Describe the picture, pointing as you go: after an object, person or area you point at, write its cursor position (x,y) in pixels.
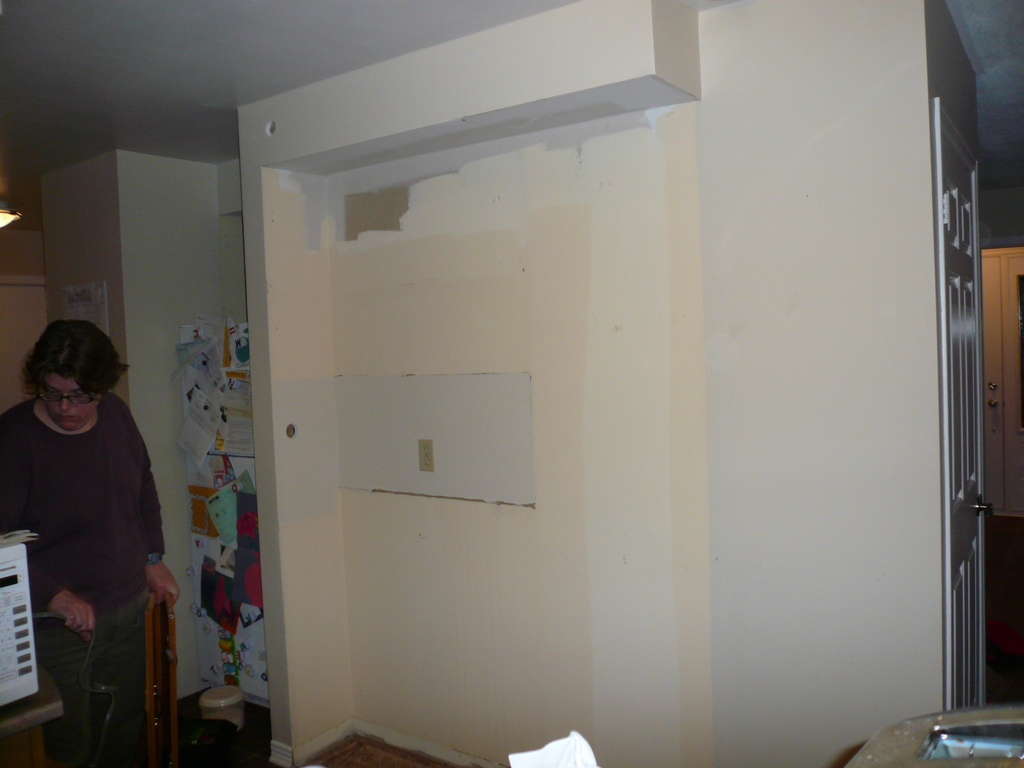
In this image, we can see a person (57,486) wearing glasses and holding some objects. In the background (201,438), there are papers (222,521) and some objects (222,702) and we can see a box (15,623) on the stool (43,730) and there is a wall (737,312) and a door (970,582).
